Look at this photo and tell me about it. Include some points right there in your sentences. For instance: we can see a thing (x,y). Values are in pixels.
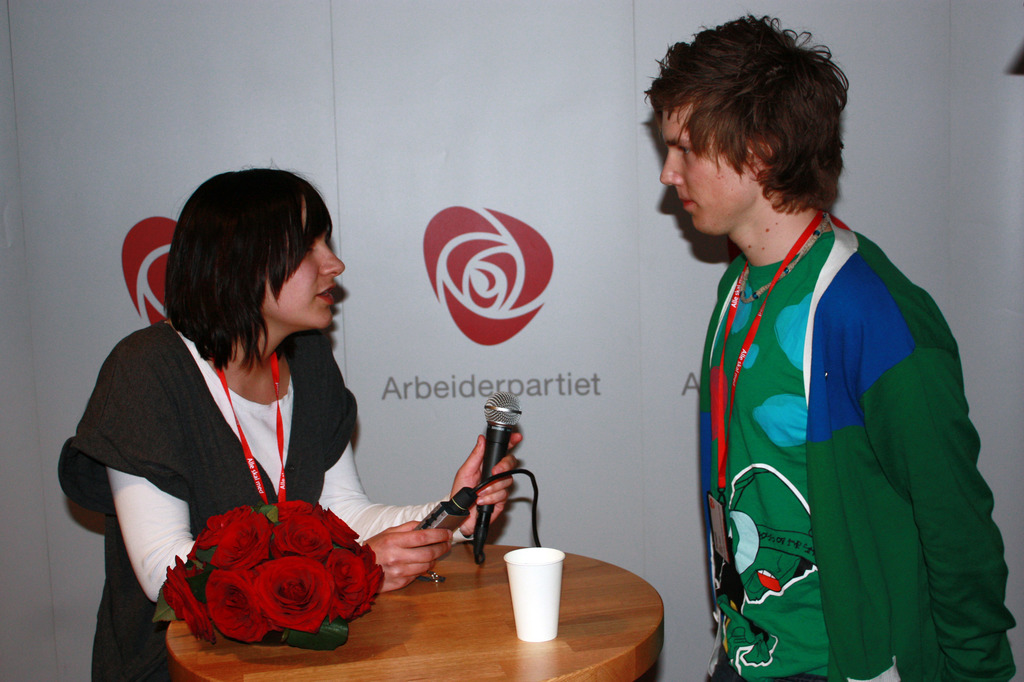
The two persons (403,542) are standing. There is a table (420,613). She is holding a mic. She is talking like something also we see her mouth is open. There is a glass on the table (408,609) and also the red color rose flowers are on the table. He is wearing id card (725,382) and she is also wearing id card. We can see on the background (400,257) there is a white board (422,185).
